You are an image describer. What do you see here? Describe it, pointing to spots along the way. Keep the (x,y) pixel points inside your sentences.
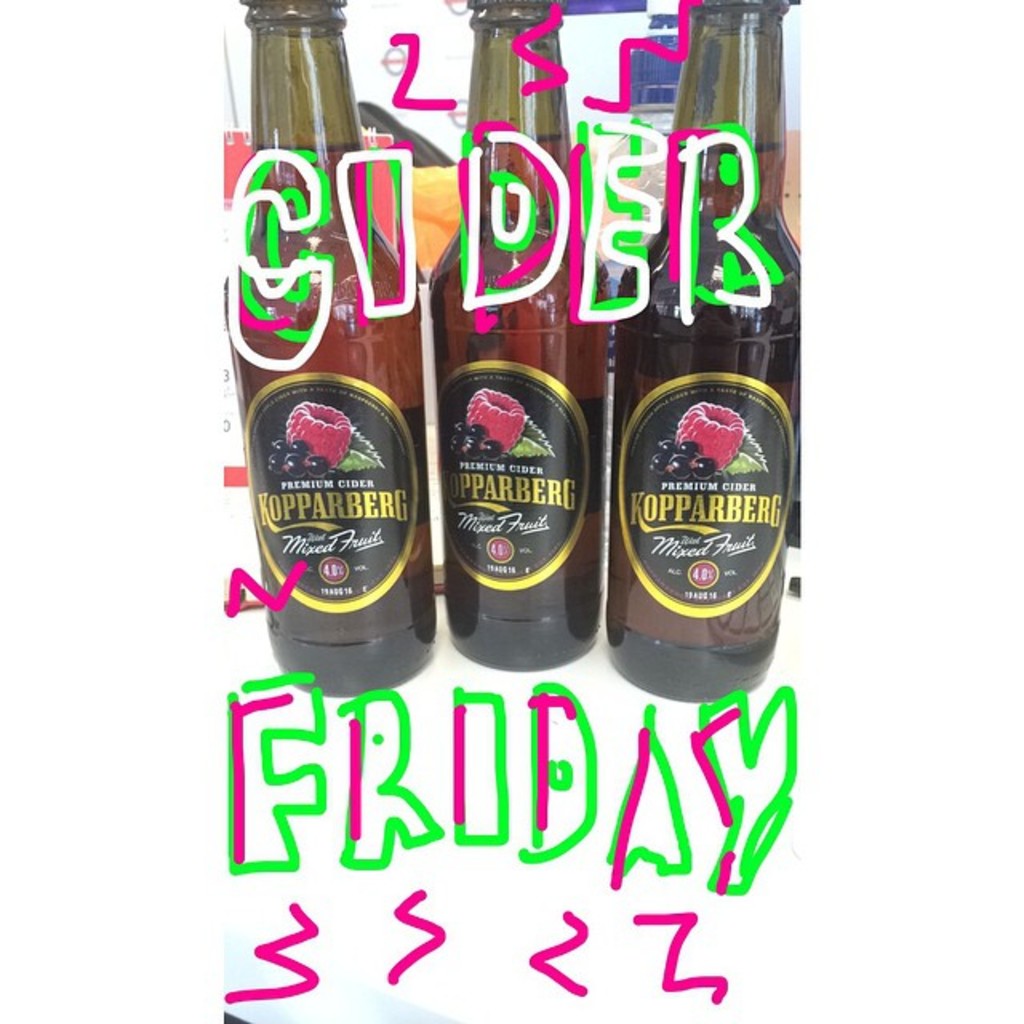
In this picture i could see some bottles (622,461) filled with drink (728,327) in it and some graphically written as Friday and cider.
